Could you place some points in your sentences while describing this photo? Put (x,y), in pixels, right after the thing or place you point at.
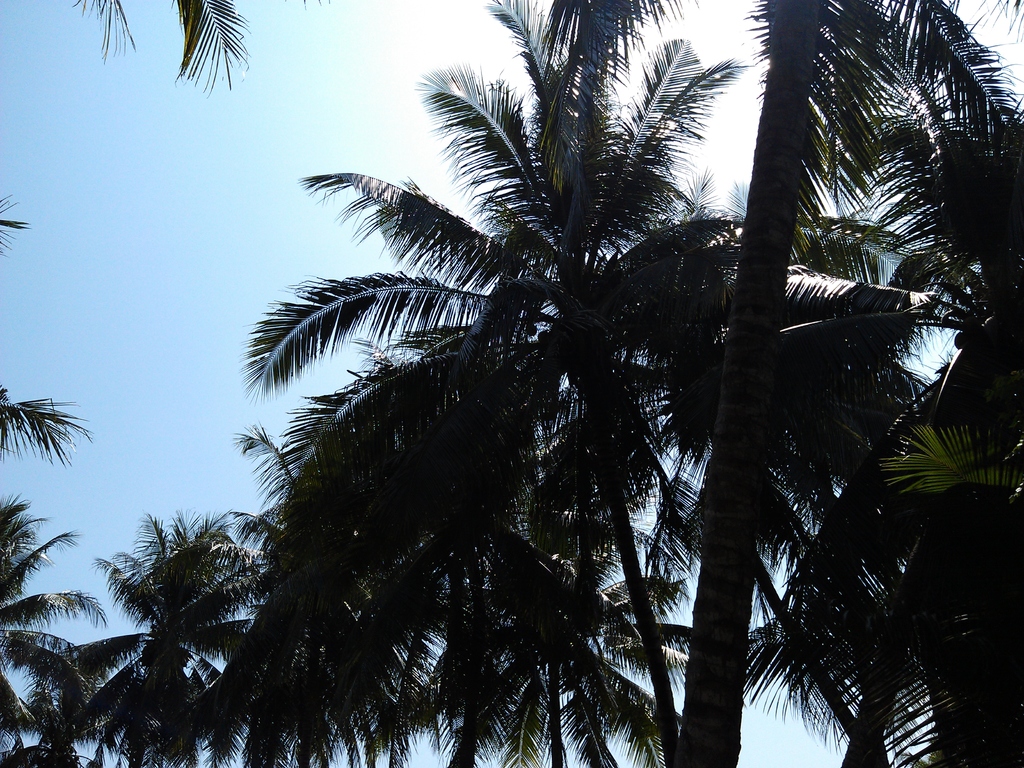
In this image at front (116,720) there are trees (634,437) and at the back side (214,235) there is sky (155,345).
